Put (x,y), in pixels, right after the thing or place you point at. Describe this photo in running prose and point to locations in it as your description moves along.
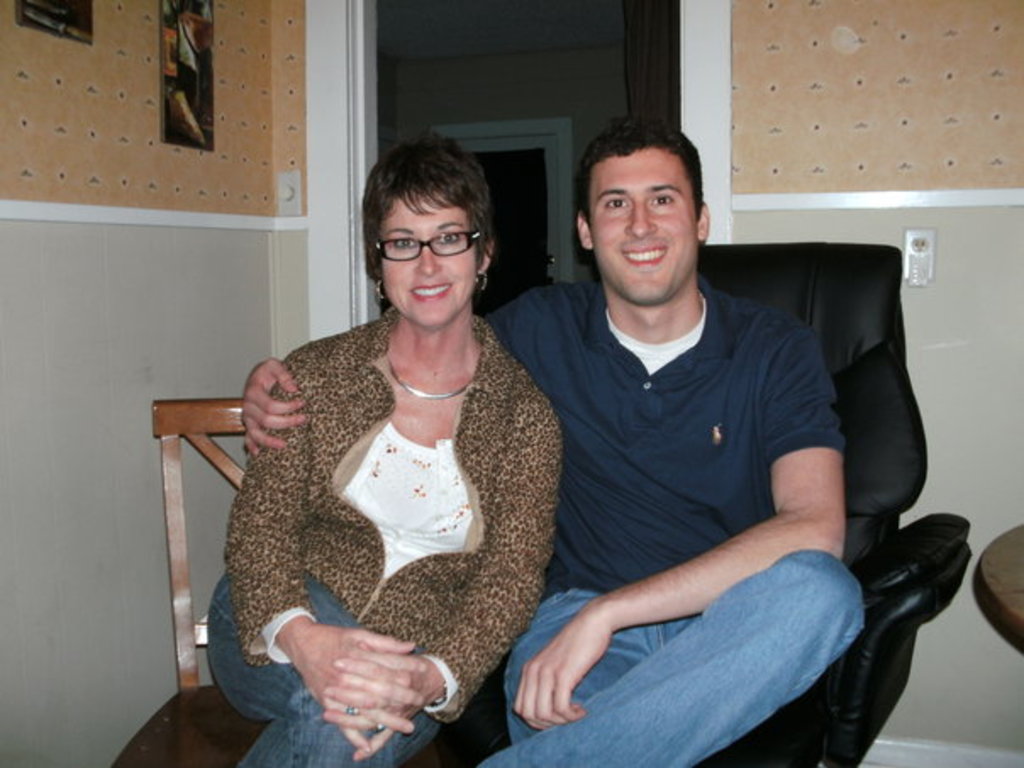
In the center of the image (650,269) we can see man (611,419) and woman (352,510) sitting on the chairs (502,660). In the background (77,680) we can see door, curtain (635,87) and wall (56,269).
